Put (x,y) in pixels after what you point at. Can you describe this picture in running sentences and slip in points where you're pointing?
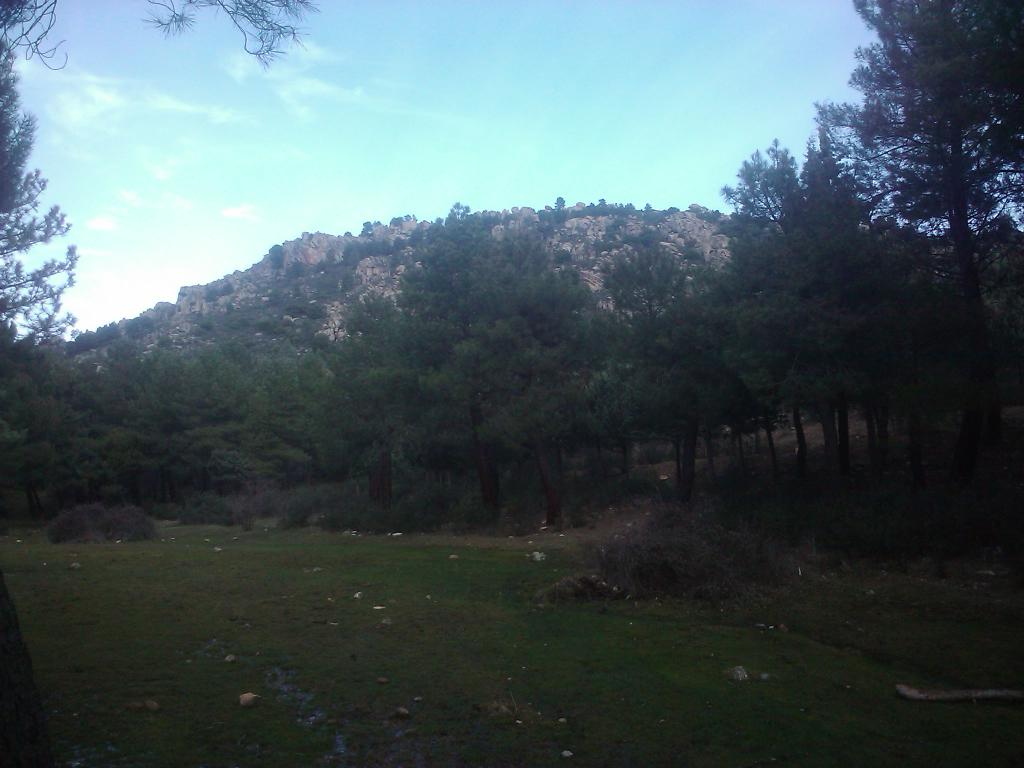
In this image, we can see the ground (264,685) with some objects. We can see some grass (449,617). There are a few trees (113,401) and plants (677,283). We can see some hills (86,333) and the sky (249,216) with clouds (289,82).
